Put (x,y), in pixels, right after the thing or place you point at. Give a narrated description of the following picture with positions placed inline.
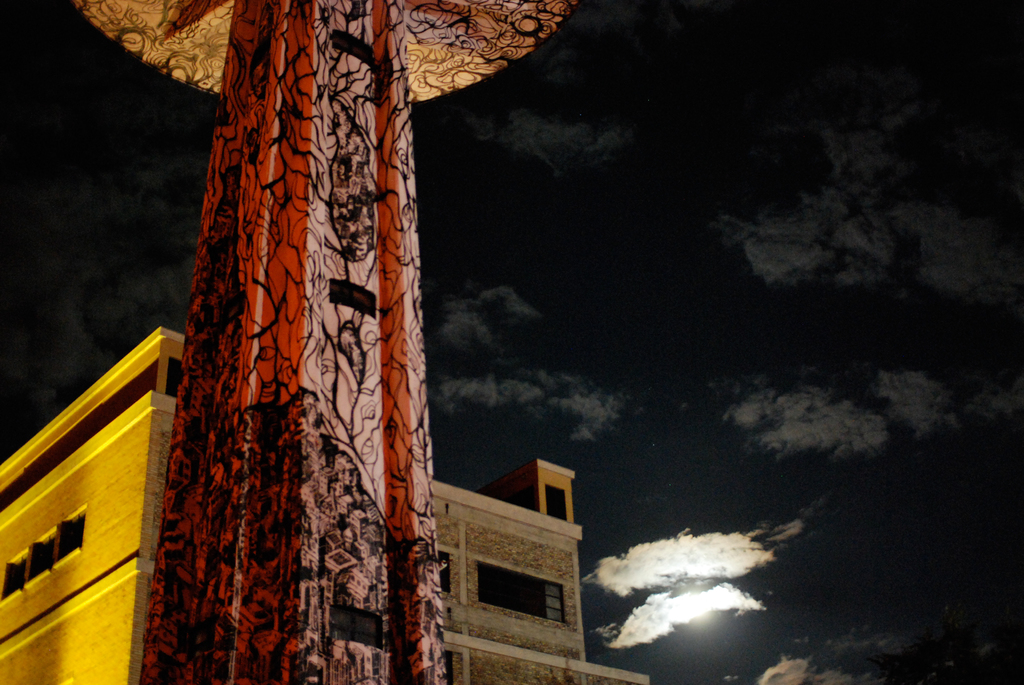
In this image we can see a pillar (291,311), behind the pillar (297,348) we can see a building (152,564), at the top of the image (533,226) there are clouds (478,392) in the sky (504,300).
